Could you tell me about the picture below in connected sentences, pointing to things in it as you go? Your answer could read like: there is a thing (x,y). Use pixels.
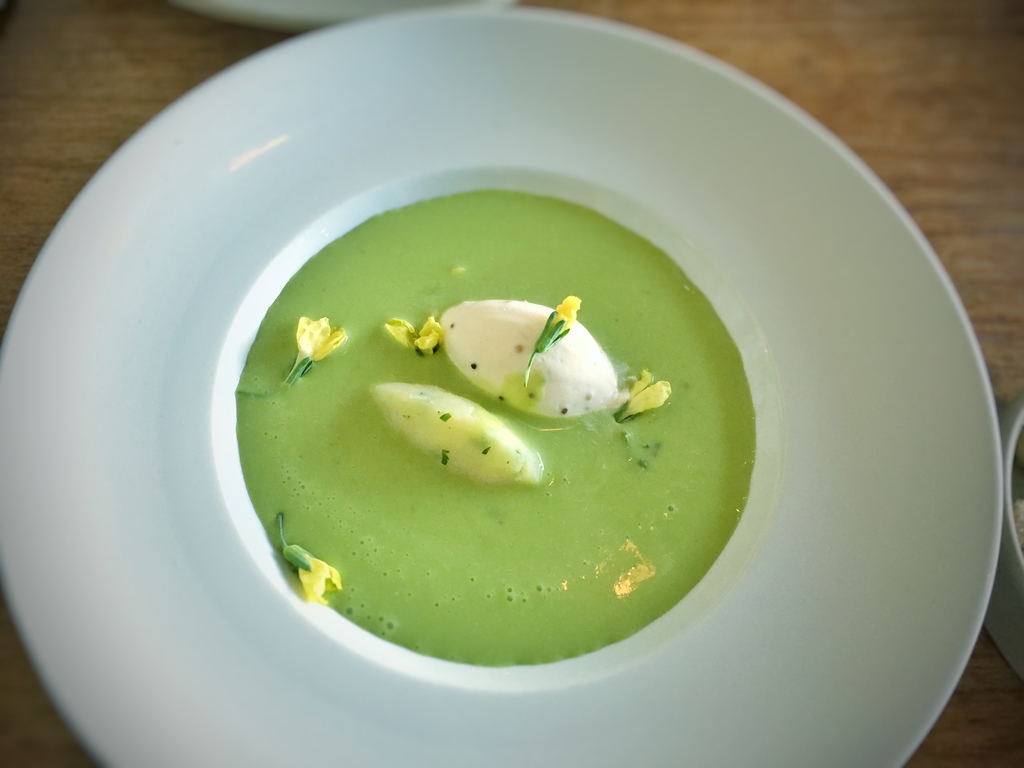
In the foreground of this image (510,439), there is some food (556,348) in a green liquid like substance (421,283) on a platter (479,155) which is placed on a wooden surface (913,94) and we can also see a white object (292,16) on the top (307,15).
